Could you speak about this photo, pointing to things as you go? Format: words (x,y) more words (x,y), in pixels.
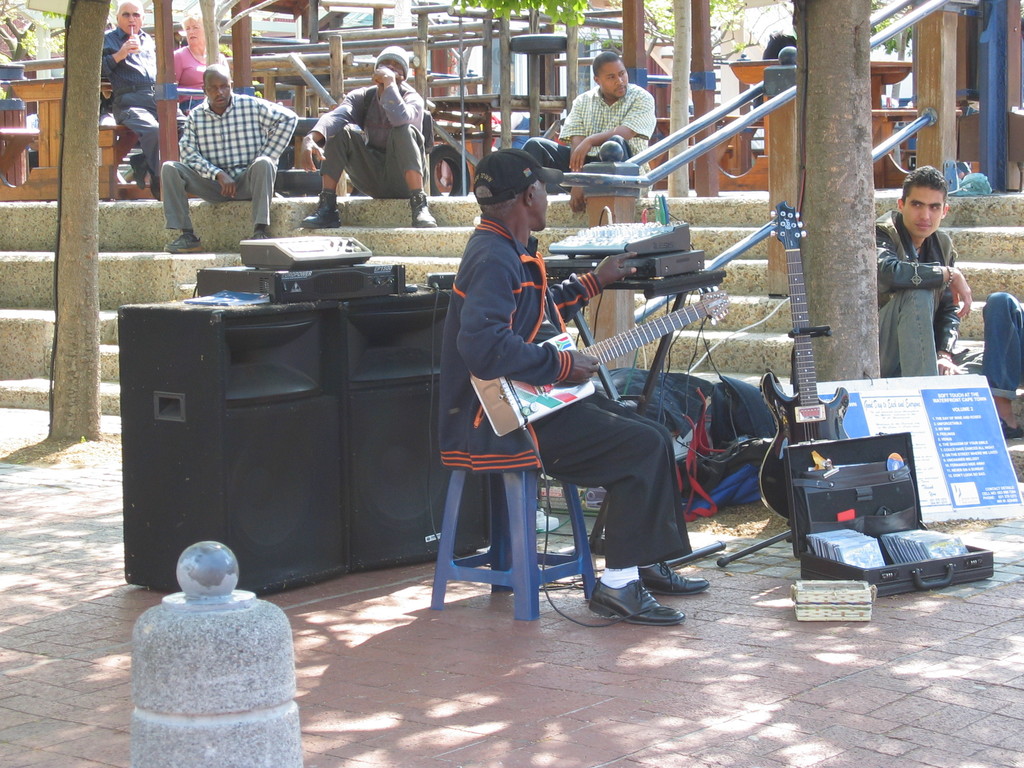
In this image I can see group of people (577,159) sitting. In front (525,392) the person (531,369) is sitting and holding the musical instrument (520,406). In the background (632,41) I can see few wooden objects (538,26) and I can also see few plants (563,16) in green color.
